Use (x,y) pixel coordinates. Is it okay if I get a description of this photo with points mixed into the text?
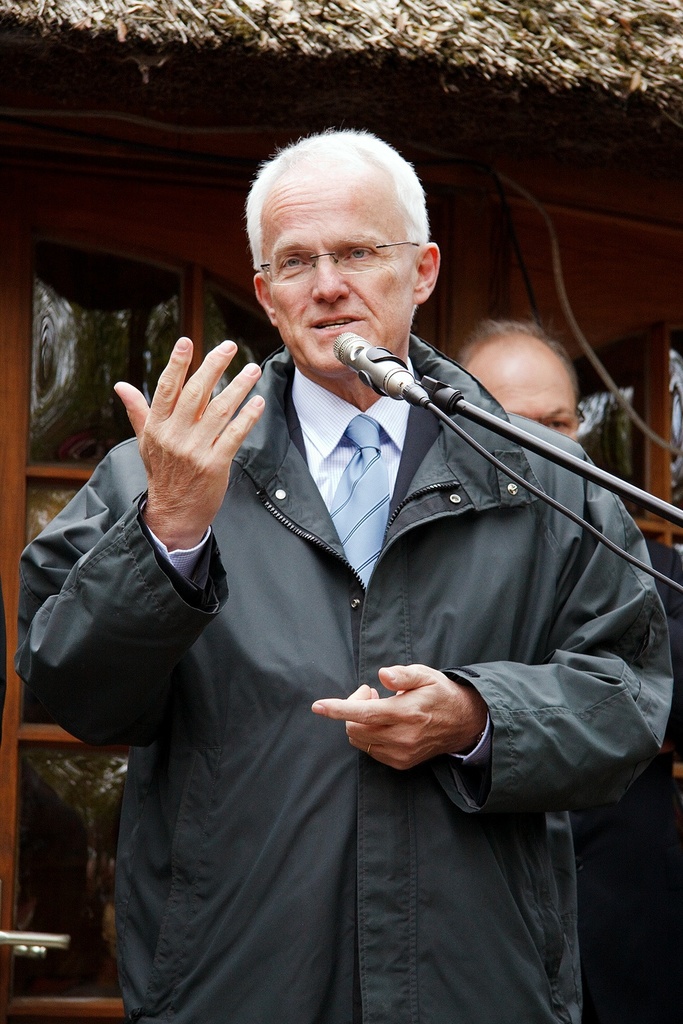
In this image there is a person (293,545) standing, in front of the person (364,388) there is a mic (366,354), behind the person (347,648) there is another person (550,404) standing. In the background (68,256) there is a house (383,75).
